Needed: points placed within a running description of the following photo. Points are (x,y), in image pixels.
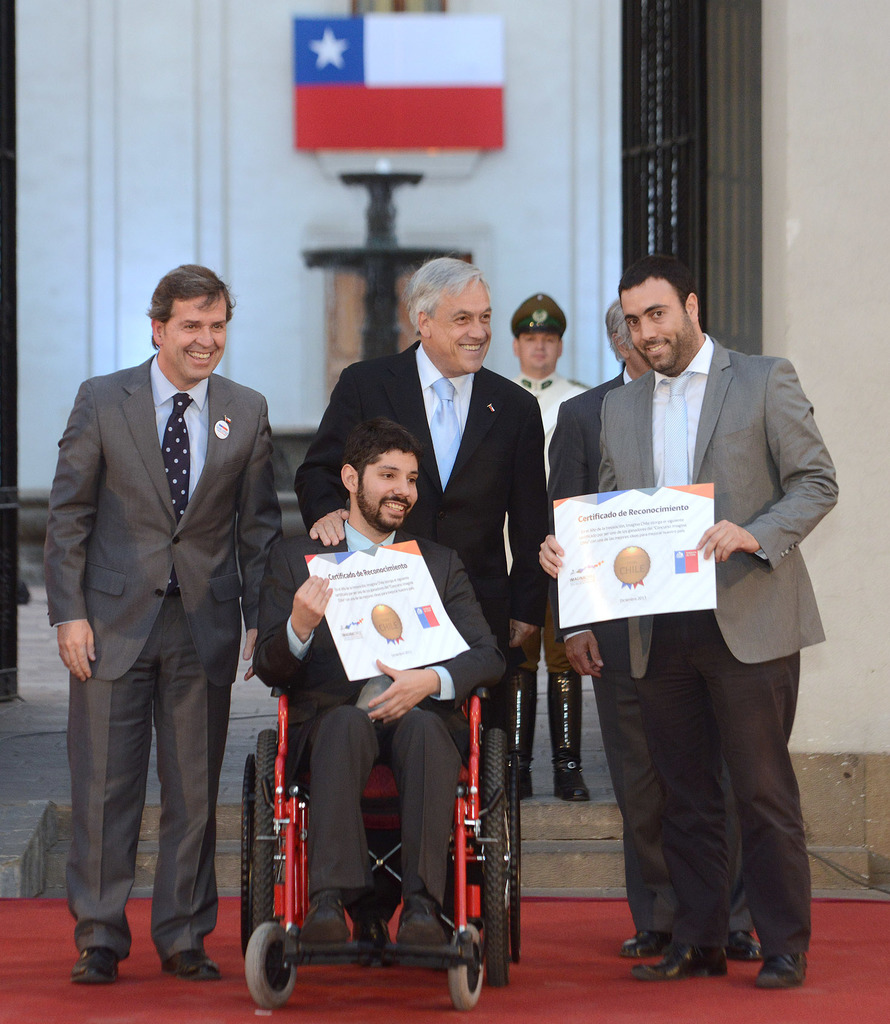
In the center of the image (322,668) a man (451,693) is sitting on a wheelchair (267,878) and holding a paper (352,582). In the background of the image (344,419) some persons (402,403) are standing. At the top of the image (520,99) a signboard (391,113), fountain (377,203), wall (808,110) are present. At the bottom of the image (566,995) floor (545,970) is there.
